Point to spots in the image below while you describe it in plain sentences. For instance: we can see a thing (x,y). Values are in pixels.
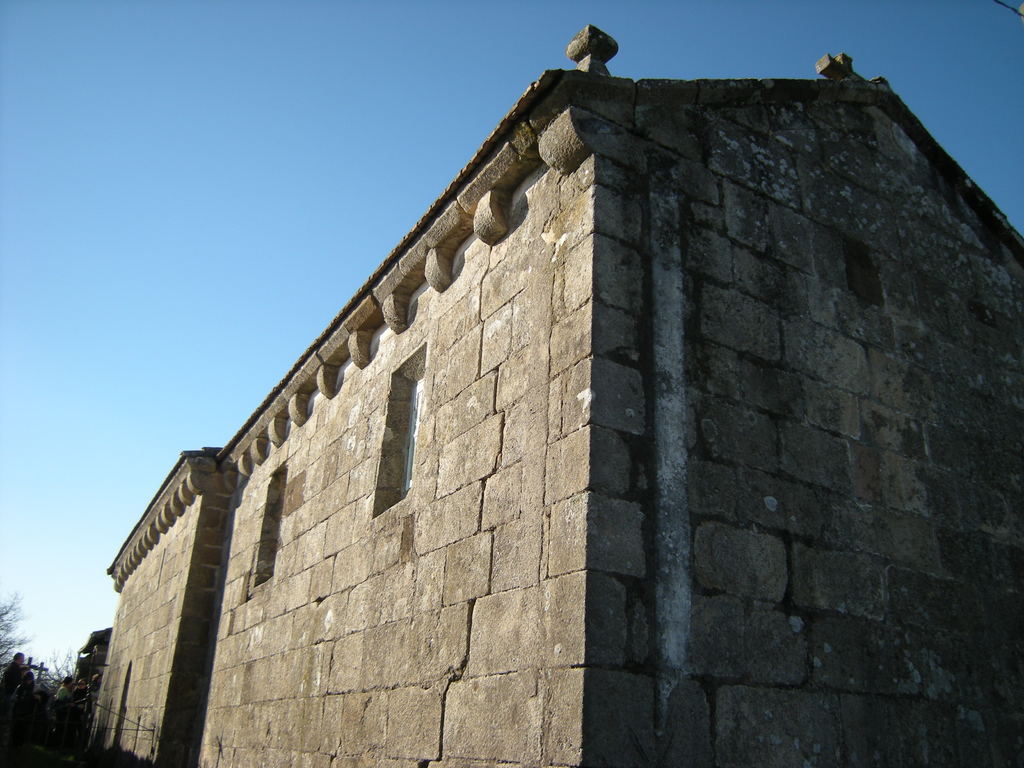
In this image we can see a building (449,456) with a stone wall (424,566). In the left bottom corner (41,692) we can see few people (17,706). Also there are trees (55,659). In the background (118,280) there is sky (198,140).
